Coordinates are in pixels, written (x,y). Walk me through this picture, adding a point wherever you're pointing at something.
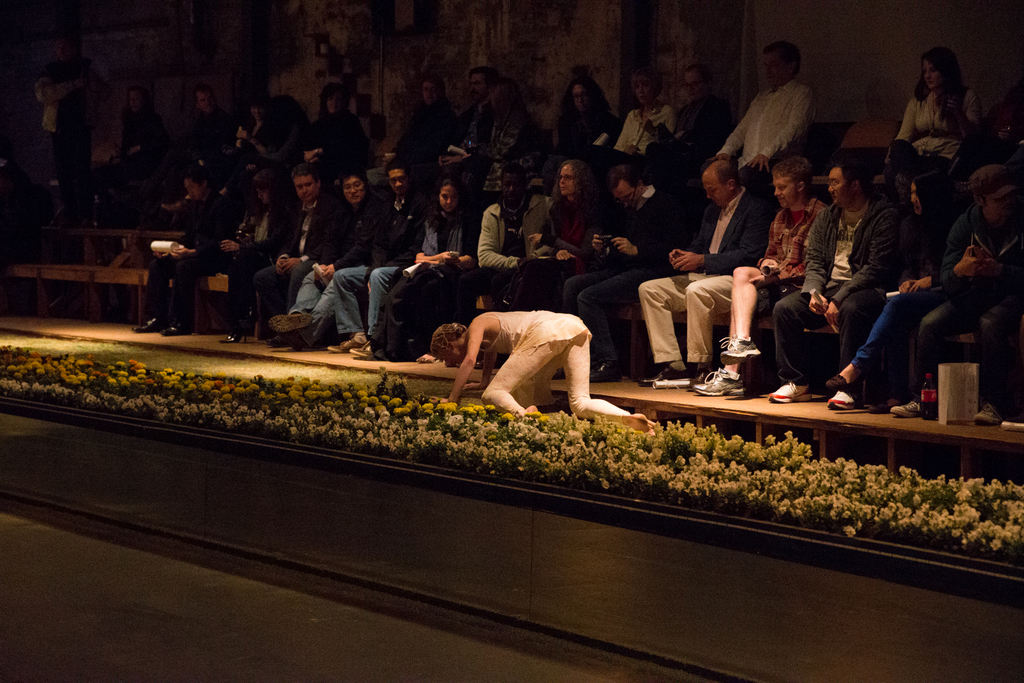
Here I can see few people (624,280) are sitting on the chairs (117,282). This is looking like a stage (216,499). In front of these people (847,200) I can see a woman (491,343) on the floor (376,377) and everyone is looking at her. Beside this woman (507,375) I can see few flower plants (417,423). At the top (561,47) there is a wall (463,44).
